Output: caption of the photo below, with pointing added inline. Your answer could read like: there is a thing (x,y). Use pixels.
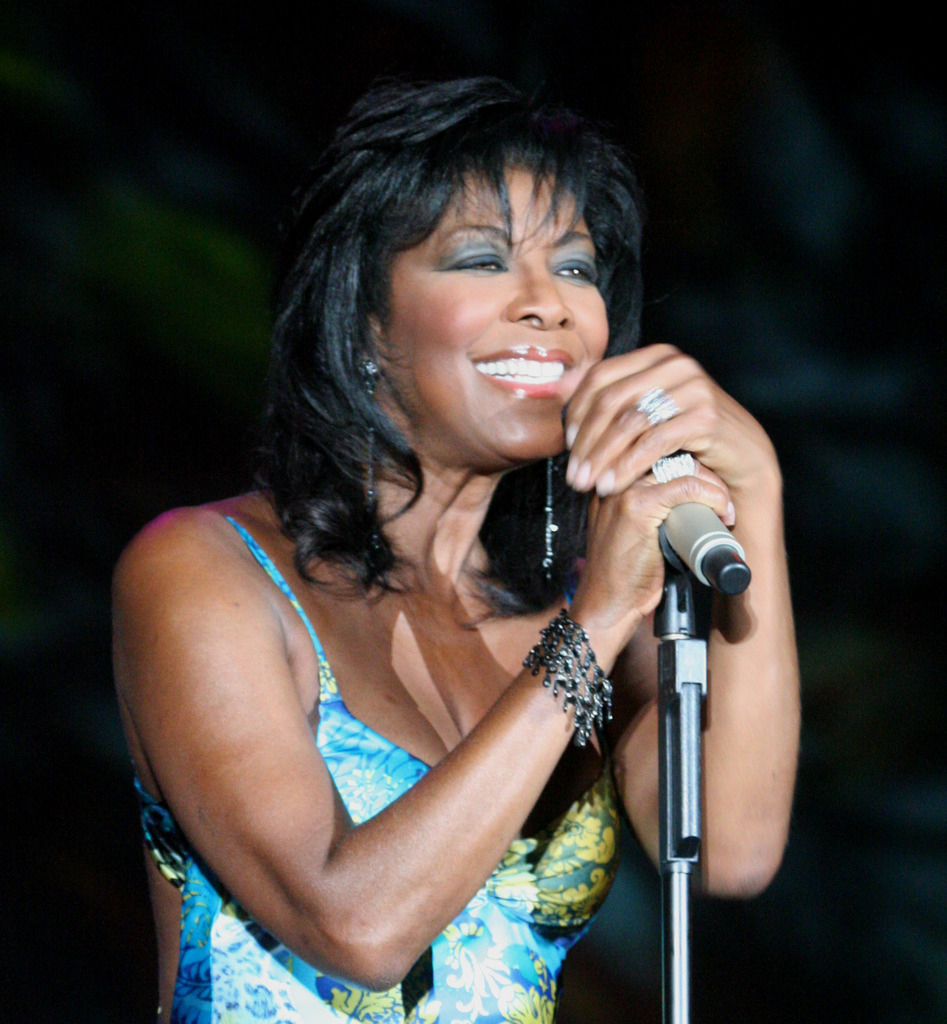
Here we can see that a woman (423,239) is standing and smiling, and holding a microphone (704,542) in her hands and here is the stand (691,834).
